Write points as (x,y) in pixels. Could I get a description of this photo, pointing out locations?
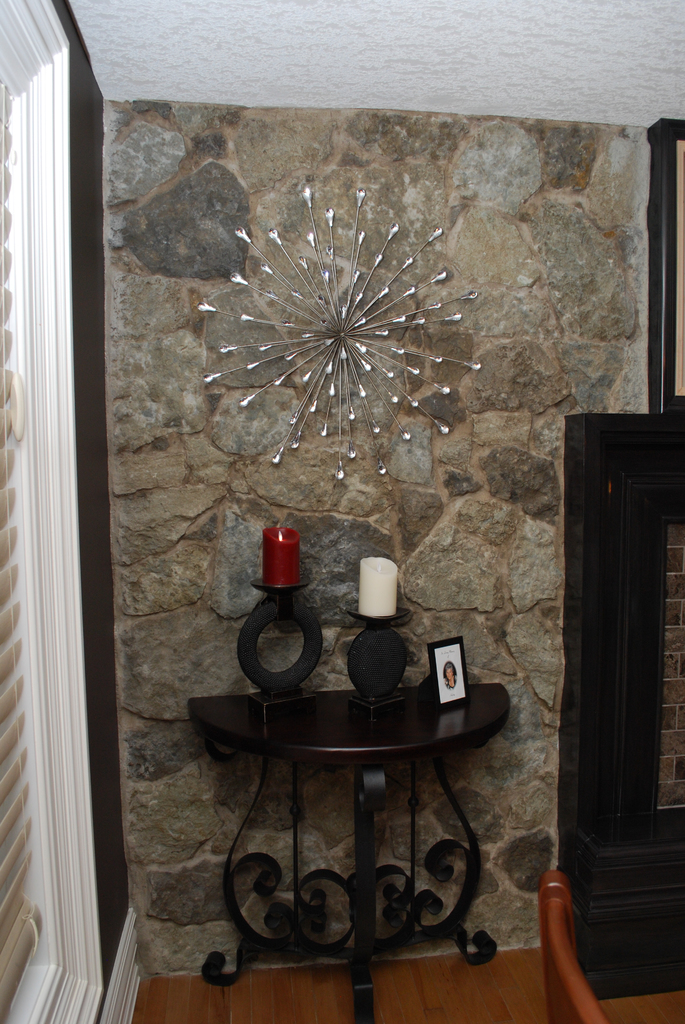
In this image we can see a table (342,725) on a wooden floor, on the table (295,833), we can see the frame (420,683), two candles (289,580) and a few objects (372,653). On the right side of the table (480,714), we can see cupboards (604,711), a chair (562,940). Behind the table (348,718) we can see a wall (418,465) with a decorative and a roof (362,77).
